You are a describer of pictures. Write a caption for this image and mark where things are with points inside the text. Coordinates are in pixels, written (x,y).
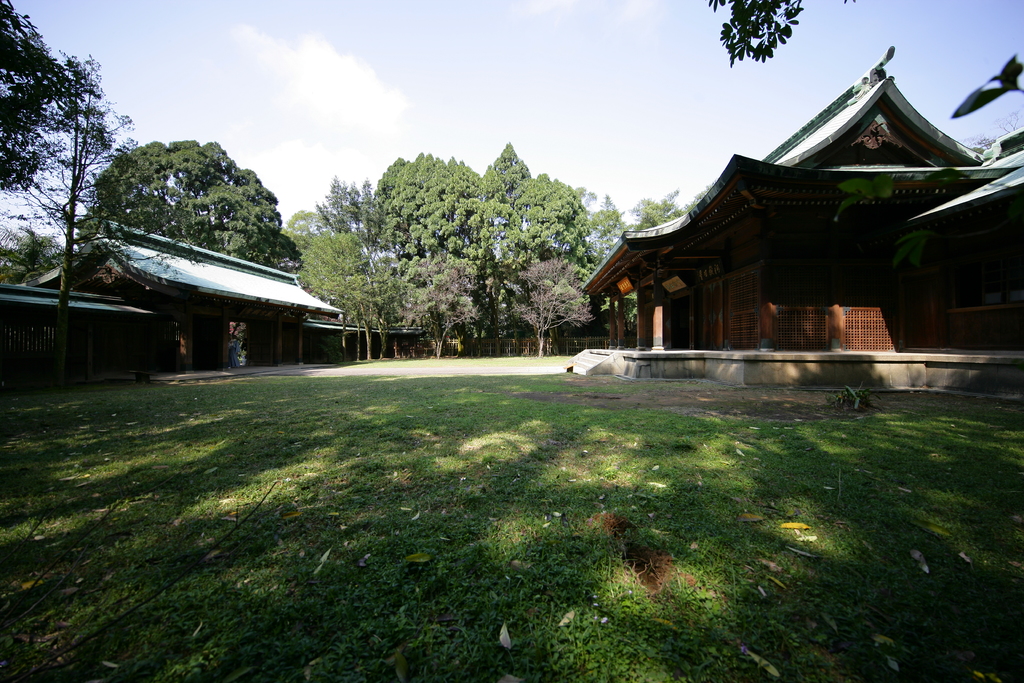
As we can see in the image there is grass (595,493), houses (215,334), trees (222,216) and sky (450,88).
